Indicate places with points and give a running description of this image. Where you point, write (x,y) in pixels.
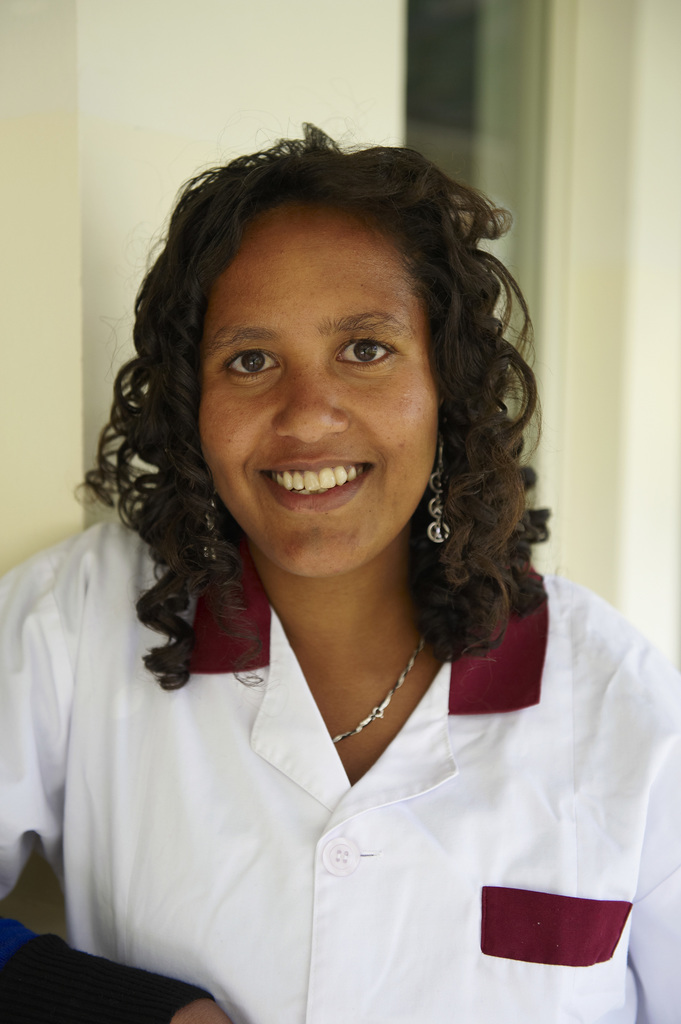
In this picture there is a woman (227,573) who is wearing white dress (477,951), she is smiling. At the back (526,233) we can see the window (513,155) and wall (165,91).
